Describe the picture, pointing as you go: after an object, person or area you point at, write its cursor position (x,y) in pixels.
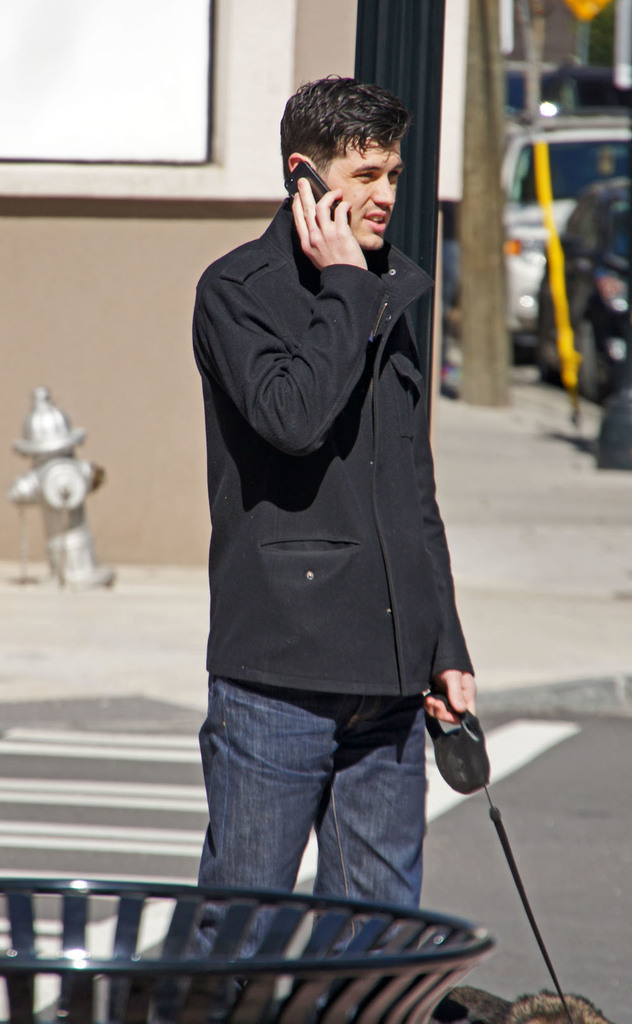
In this image we can see a person (441,649) holding a dog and a mobile phone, there are some vehicles (512,337), buildings (37,524), hydrant (47,478) and poles (420,114).
